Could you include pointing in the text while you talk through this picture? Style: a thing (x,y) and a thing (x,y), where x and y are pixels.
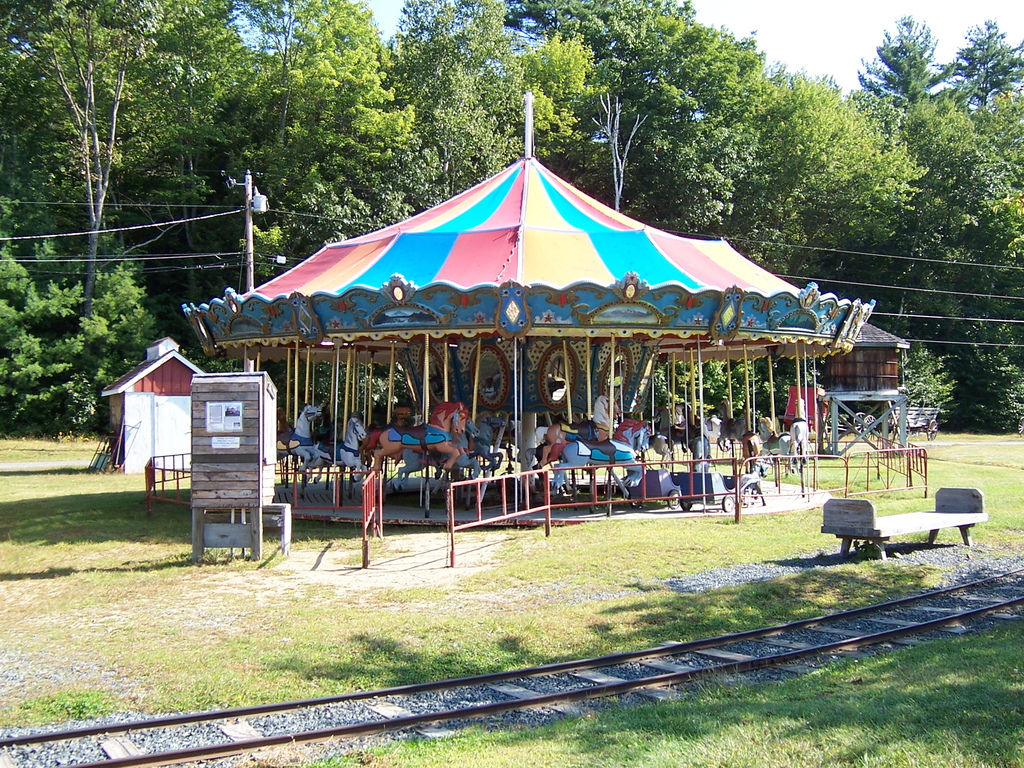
In this image there is a child carousel (416,310), in the background (553,86) there are trees (150,296), in front of the child carousel (635,445) there is a bench (912,532) and a track (527,698).
